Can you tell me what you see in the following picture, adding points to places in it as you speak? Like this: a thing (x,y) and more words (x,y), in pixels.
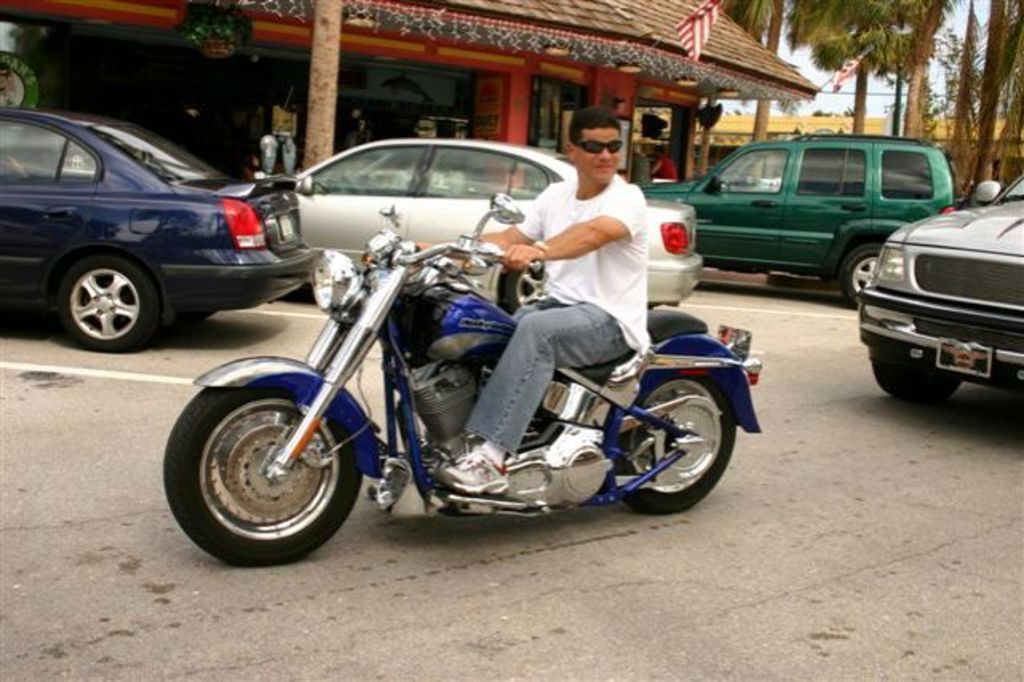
In this Picture we can see a road side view on which a man (605,227) wearing white t-shirt (622,272) is sitting on the blue color sports bike (606,405) and some car (278,217) parked behind him. And restaurant (748,60) with roof tiles (731,37) and a american flag (695,31) hanging on it. On the right corner (914,107) some trees (872,24) and a clear sky (965,12) can be seen.
